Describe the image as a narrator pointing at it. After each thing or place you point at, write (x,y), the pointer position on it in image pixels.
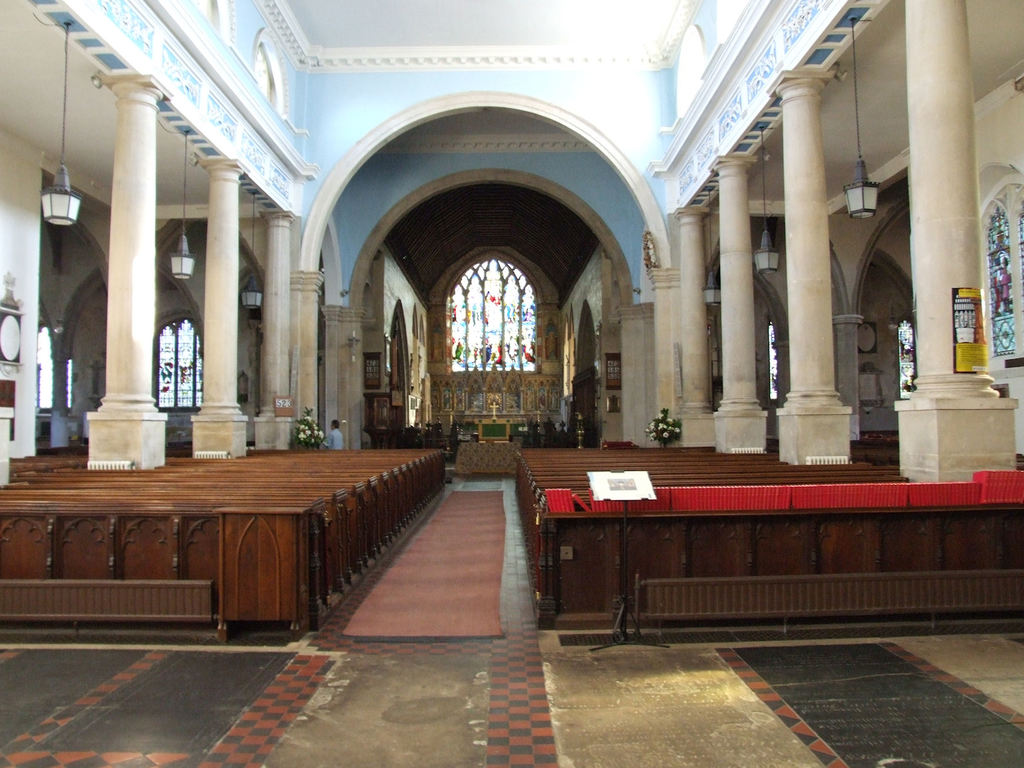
In the picture we can see a church hall (606,453) with two rows of benches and in the middle of it we can see a mat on the floor (547,724) and we can also see pillars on the two sides and in the background (480,371) we can see a table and behind it we can see a glass wall (512,348) with some colors to it.
